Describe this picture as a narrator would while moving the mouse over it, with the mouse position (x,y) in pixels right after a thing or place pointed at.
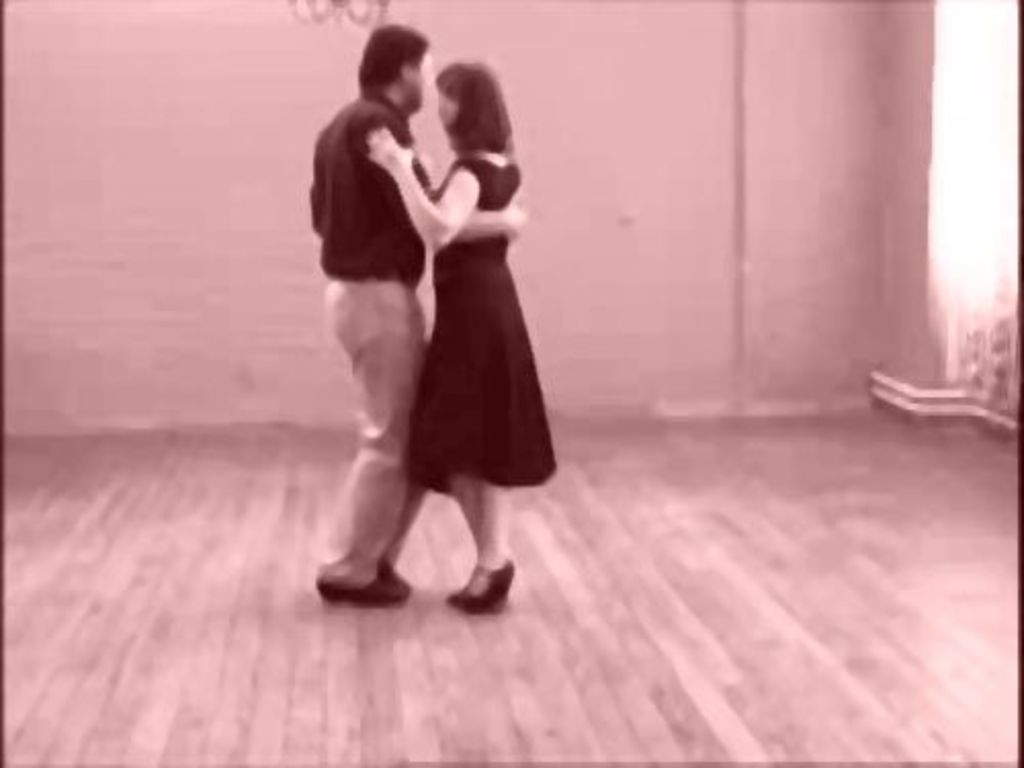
In this picture we can see a man (358,212) wearing black color shirt (391,234) and cream pant (395,362) dancing with a woman (466,341) wearing a black top (492,271). On the bottom (406,663) there is a wooden flooring (231,687).
